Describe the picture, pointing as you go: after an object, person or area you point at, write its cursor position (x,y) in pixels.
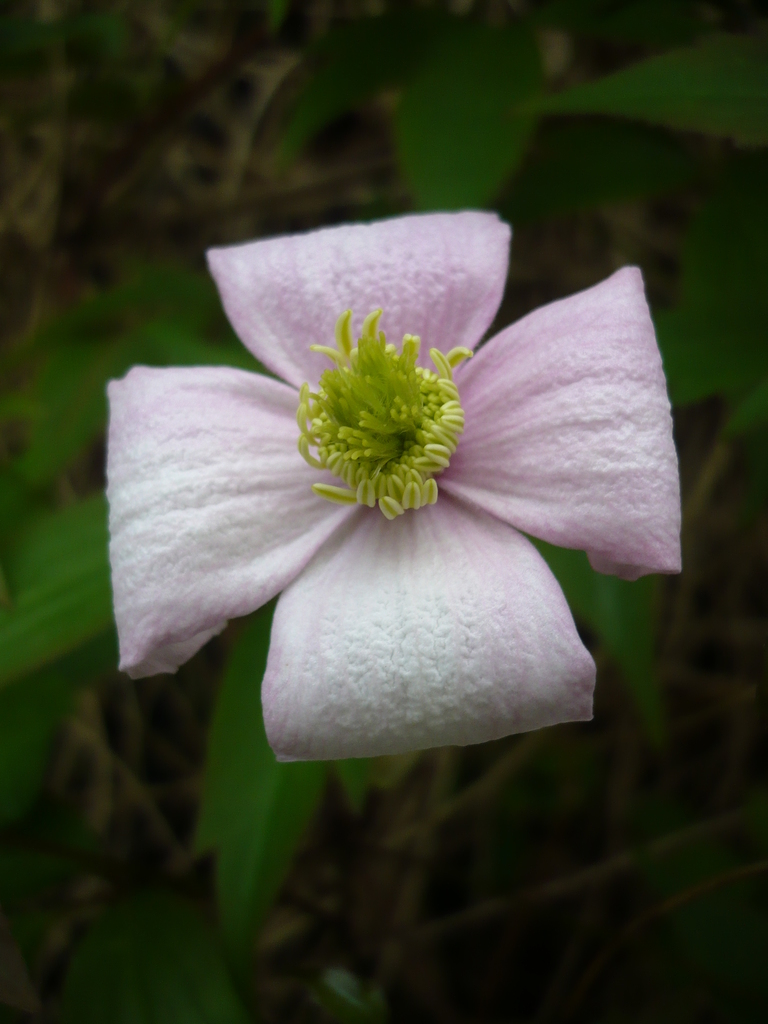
In this given picture, I can see a flower (363,392), Leaves (470,163), stem (458,813).
